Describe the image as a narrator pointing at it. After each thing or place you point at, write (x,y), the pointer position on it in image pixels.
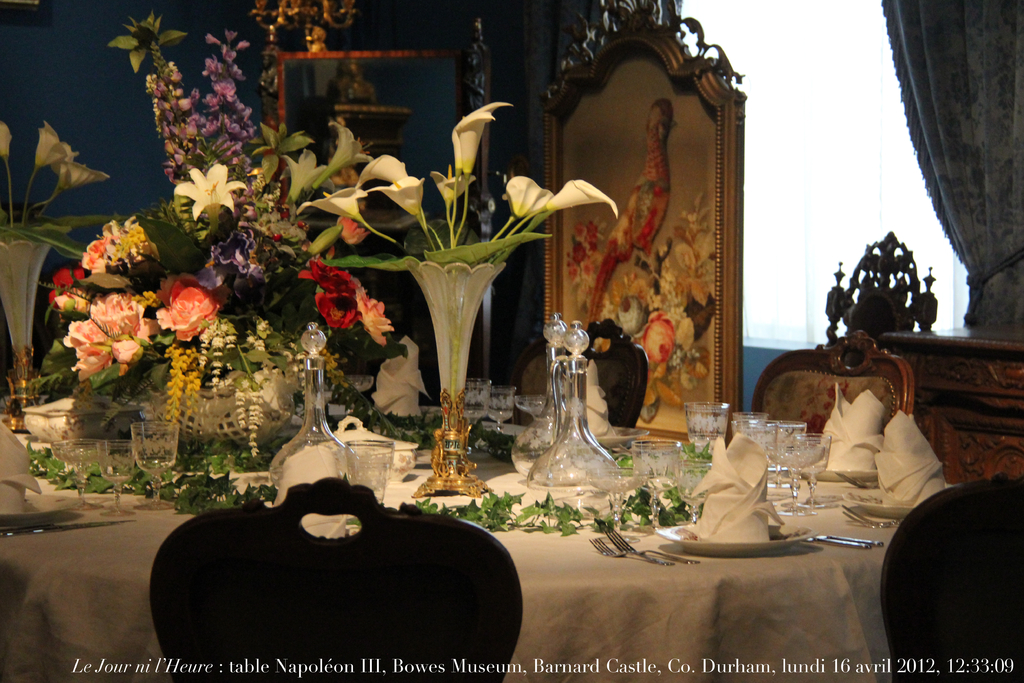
In this image in the center (463,439) there is one table (116,558) and some chairs (1004,492) and on the table (257,451) there are some flower bouquets (135,283), glasses (596,480), plates (750,546), spoons (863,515), knives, leaves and some objects (892,462). And in the background (788,55) there is a window (843,103) and curtains (922,93) and a wall (128,95).
